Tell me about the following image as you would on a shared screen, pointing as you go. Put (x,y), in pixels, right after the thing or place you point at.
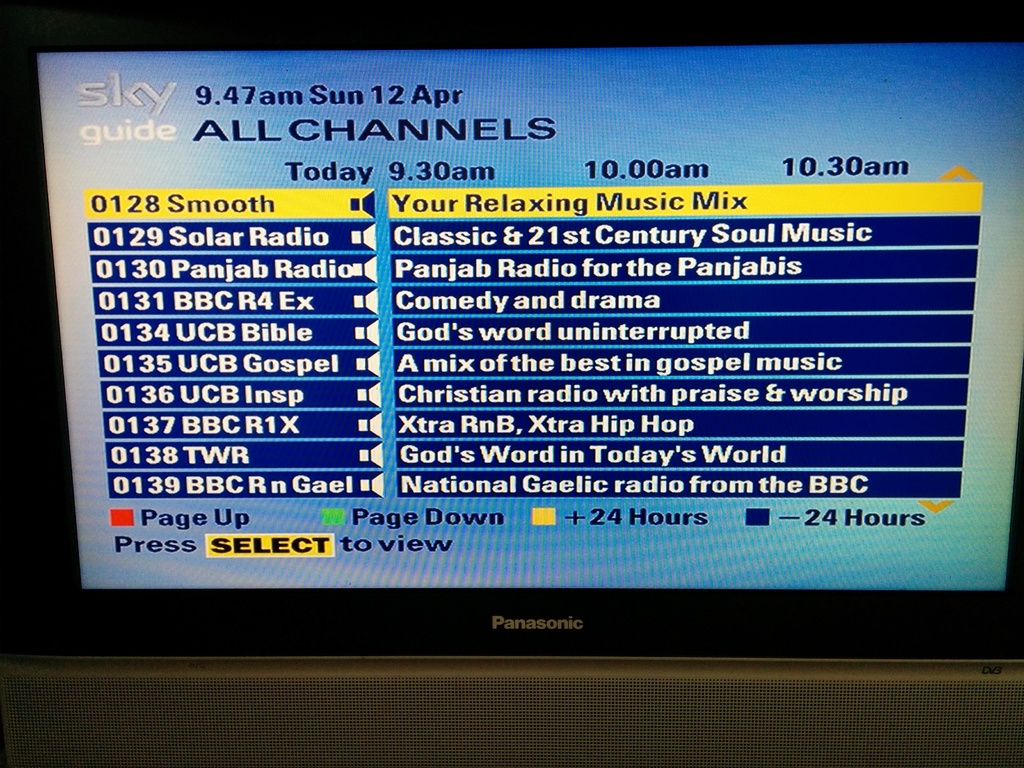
In this image I can see a monitor (533,423). On the screen (400,305) there is some text (489,180). At the bottom (92,726) there is an object (402,748).
